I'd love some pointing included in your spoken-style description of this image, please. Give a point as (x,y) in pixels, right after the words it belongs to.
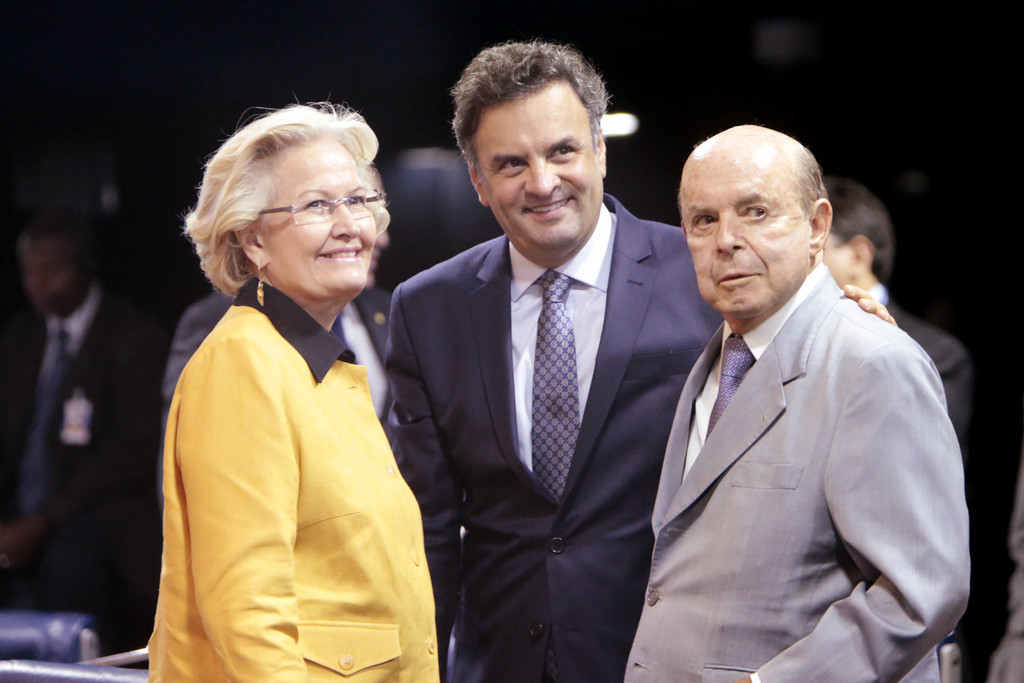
In this image there are three persons (466,436) in the middle (498,303). There is a woman (340,383) on the left side (301,477) is wearing the spectacles (319,211). In the background (109,354) there are few other people (41,265).
